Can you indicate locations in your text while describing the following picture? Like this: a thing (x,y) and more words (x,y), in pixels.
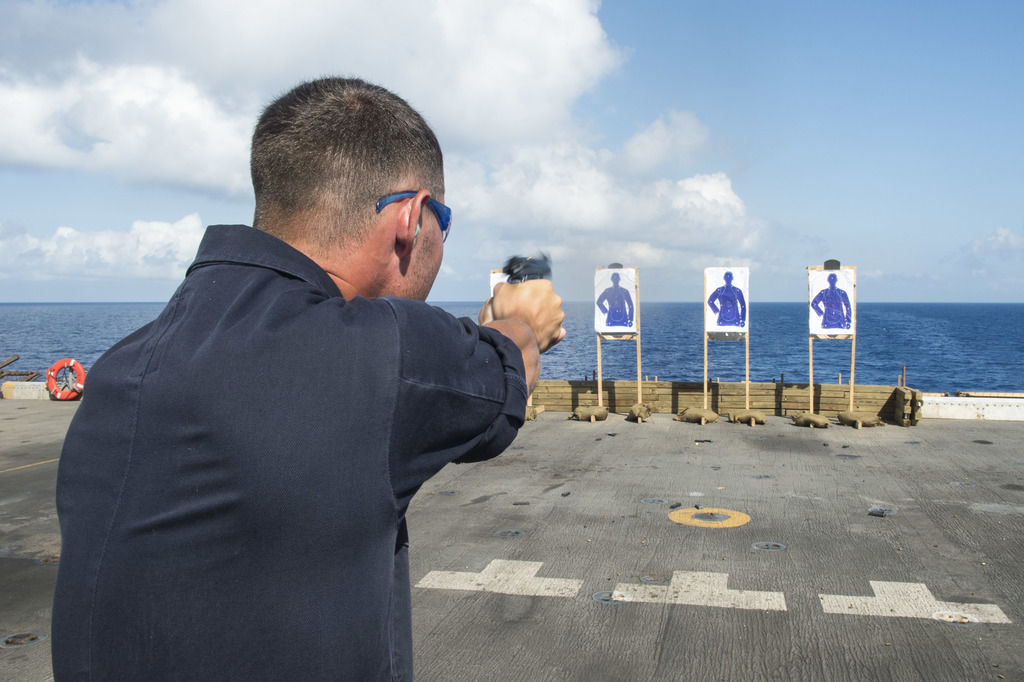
In this image on the left (322,402), there is a man (298,404), he wears a shirt (305,511), he is holding a gun (531,274). At the bottom (695,566) there is floor (679,566). In the middle (623,326) there are posters (623,299), boards (729,324). In the background (80,325) there are waves (98,354), water (98,354), sky (92,286) and clouds (343,34).
